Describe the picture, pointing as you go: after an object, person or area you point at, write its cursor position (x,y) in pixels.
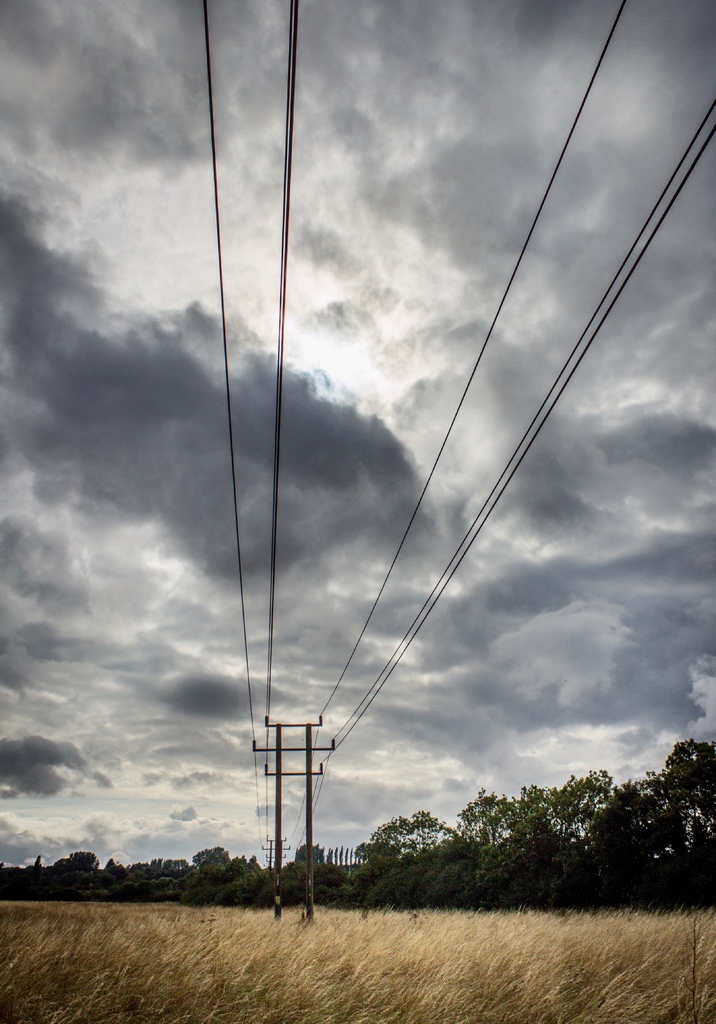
In this image in the center (239,561) there are two poles (311,829) and wires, at the bottom (332,958) there are some plants (531,980). In the center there are some trees (139,873) and at the top of the image (340,229) there is sky (481,626).
